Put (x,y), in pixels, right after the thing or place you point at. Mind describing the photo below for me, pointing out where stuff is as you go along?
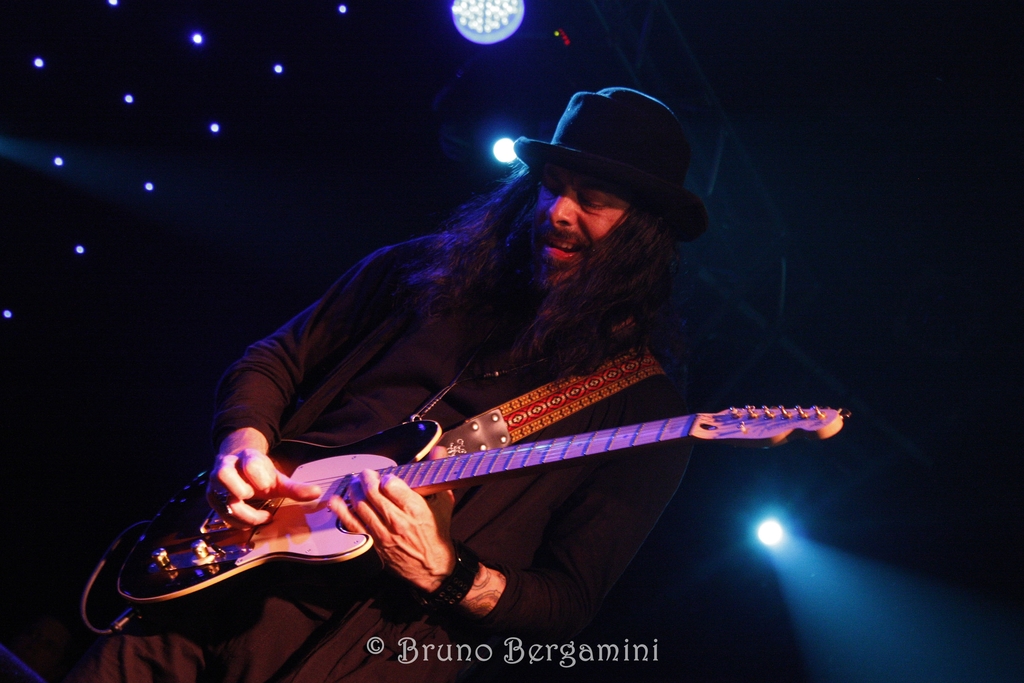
This picture is completely dark, we can see a man (303,361) playing a guitar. He wore a black hat (628,158). These are the lights (804,560).
